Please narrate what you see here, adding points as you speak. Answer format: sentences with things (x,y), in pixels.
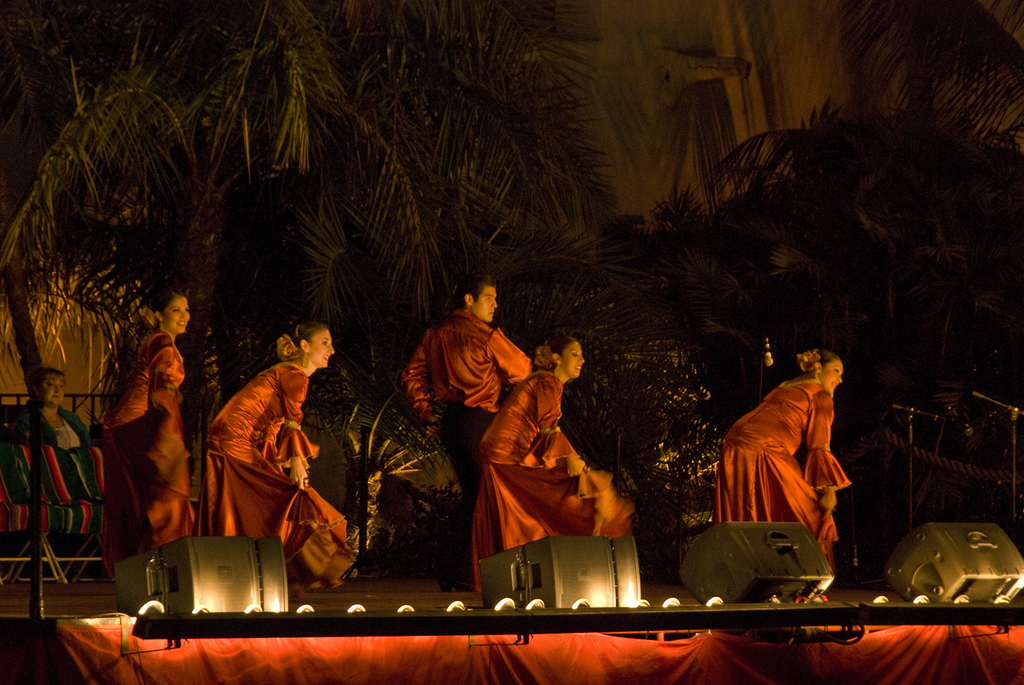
In this image I can see few people (281,506) are standing and I can see all of them are wearing same colour of dress (528,509). I can also see number of lights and few trees (313,291).
